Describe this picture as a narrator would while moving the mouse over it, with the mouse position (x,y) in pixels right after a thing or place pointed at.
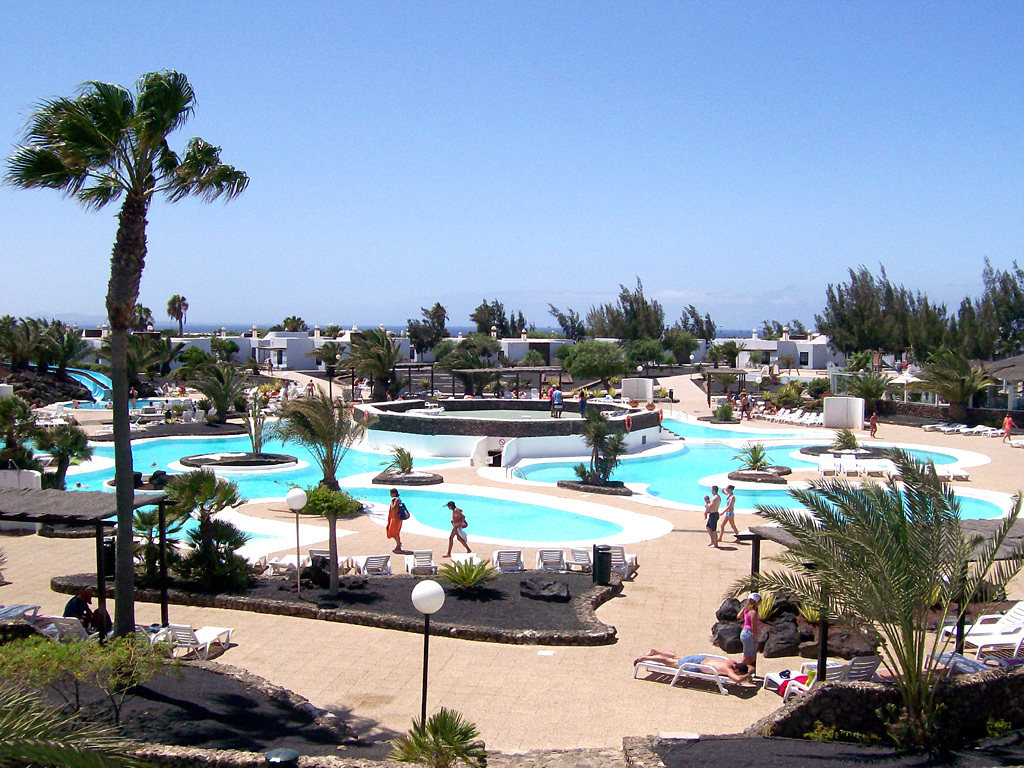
In the image it seems to be a resort (309,578), there are pools (511,519) in the middle (424,509) with trees (315,424) all around the place (867,351) and some people (399,514) walking in between the pools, at back there are buildings (349,336) and above its sky (357,137).
